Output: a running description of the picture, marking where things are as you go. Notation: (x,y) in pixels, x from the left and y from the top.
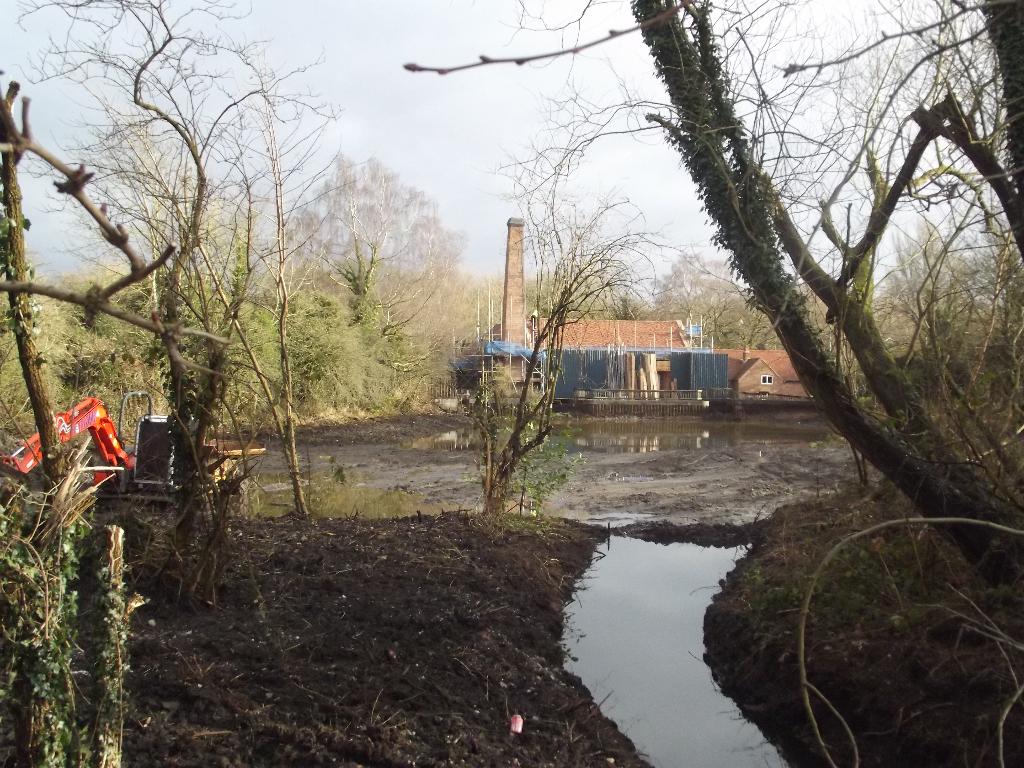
In this picture I can observe some water (622,424). There are some trees (179,319) and plants (104,562) on the ground (460,482). I can observe house (650,335) in the middle of the picture (555,347). In the background (444,152) there is a sky (399,143).
